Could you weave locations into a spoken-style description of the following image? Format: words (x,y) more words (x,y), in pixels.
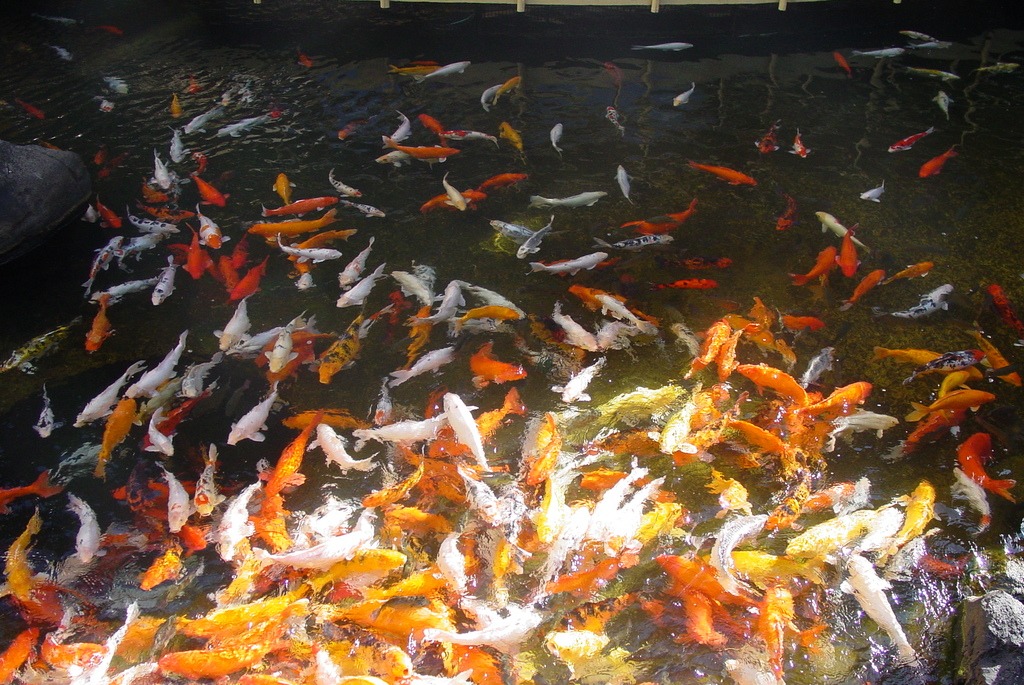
In this image we can see a group of fishes (414,336) in the water (439,334).
